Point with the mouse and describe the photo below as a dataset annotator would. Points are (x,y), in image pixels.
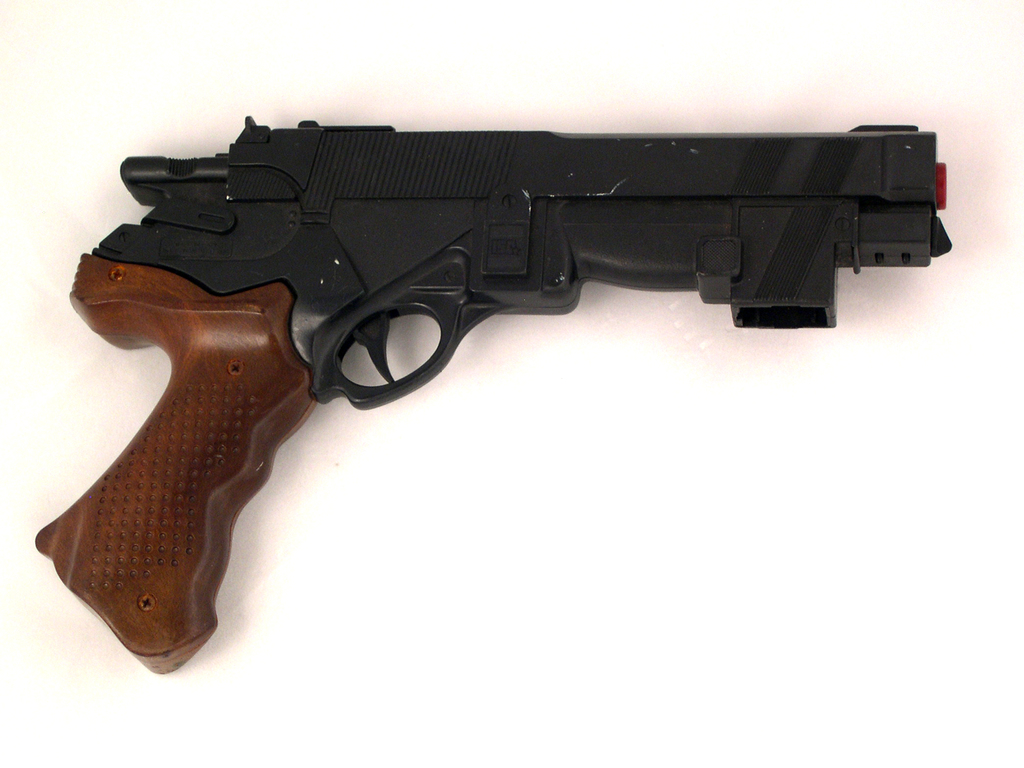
This image consists of a gun (451,298) which is brown and black in colour.
